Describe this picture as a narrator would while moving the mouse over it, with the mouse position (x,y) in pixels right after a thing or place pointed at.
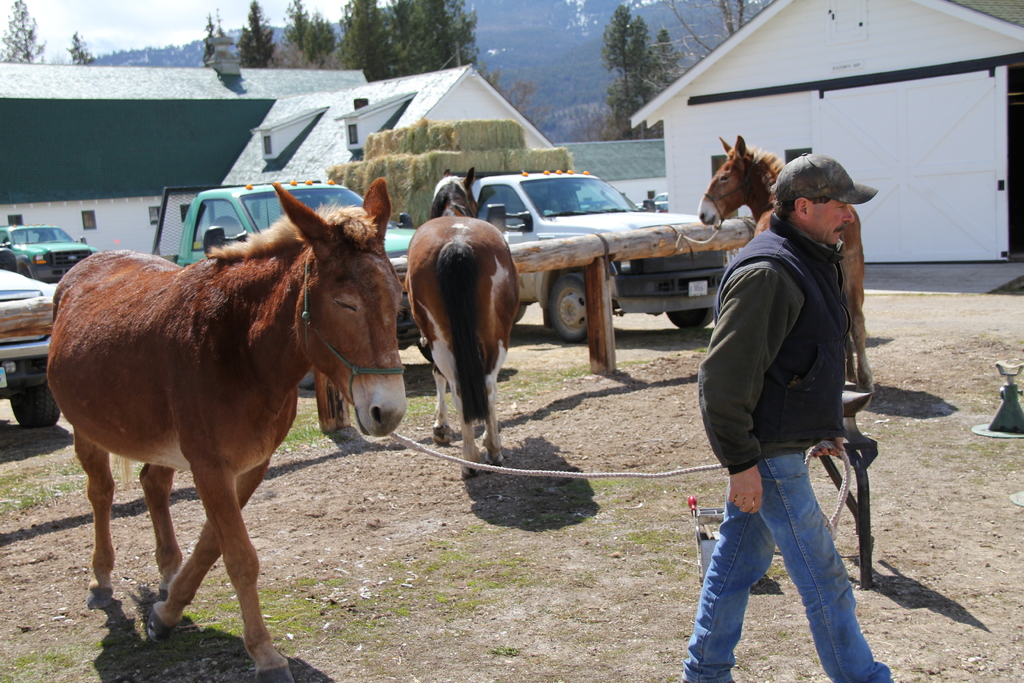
In this image there are few vehicles (663,296), horses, a person (770,420) holding a rope (531,472), a few buildings (411,81), a wooden fence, grass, a few trees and mountains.
